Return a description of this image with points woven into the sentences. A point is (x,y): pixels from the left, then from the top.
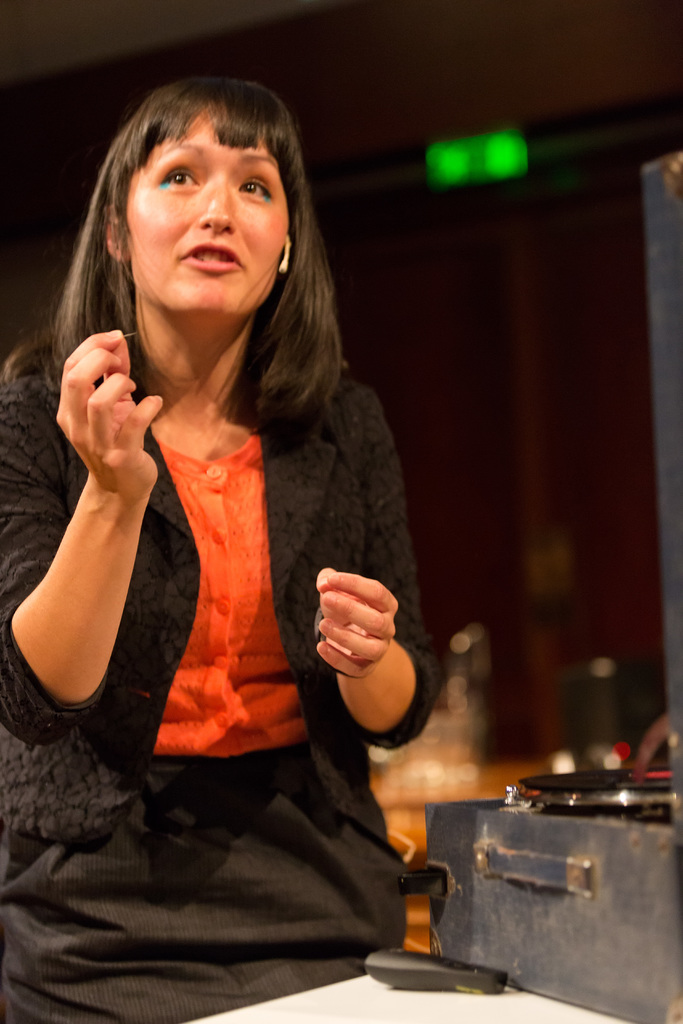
On the left side (76,680), there is a woman (102,362) in a black color jacket (50,388), speaking. On the right side (558,908), there is a box (679,837), a remote (378,976) on a table (556,1012). And the background (35,41) is blurred.
